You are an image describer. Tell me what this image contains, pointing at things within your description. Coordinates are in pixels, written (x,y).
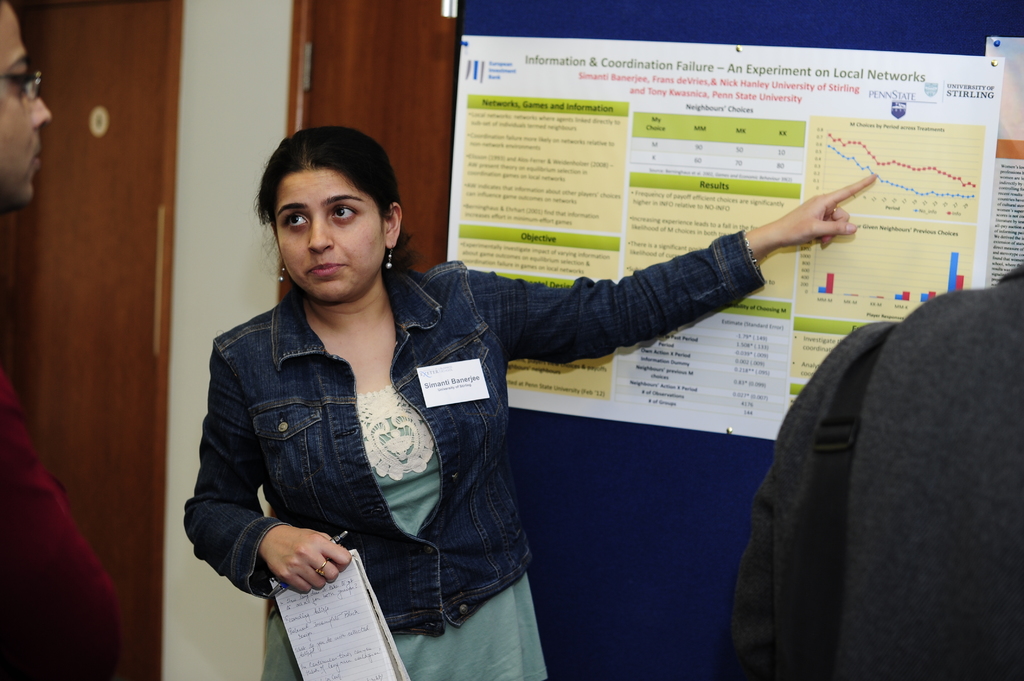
This picture shows couple of posters (743,150) on the notice board (641,160) and we see a woman (468,295) explaining, she is holding papers (358,612) and a pen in the right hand (286,560) and we see a name badge (436,374) and she wore a jacket (278,415) and we see a man (6,127) standing and looking at the poster (639,211). He wore spectacles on his face (42,113) and we see another man (1017,665) on the side.
